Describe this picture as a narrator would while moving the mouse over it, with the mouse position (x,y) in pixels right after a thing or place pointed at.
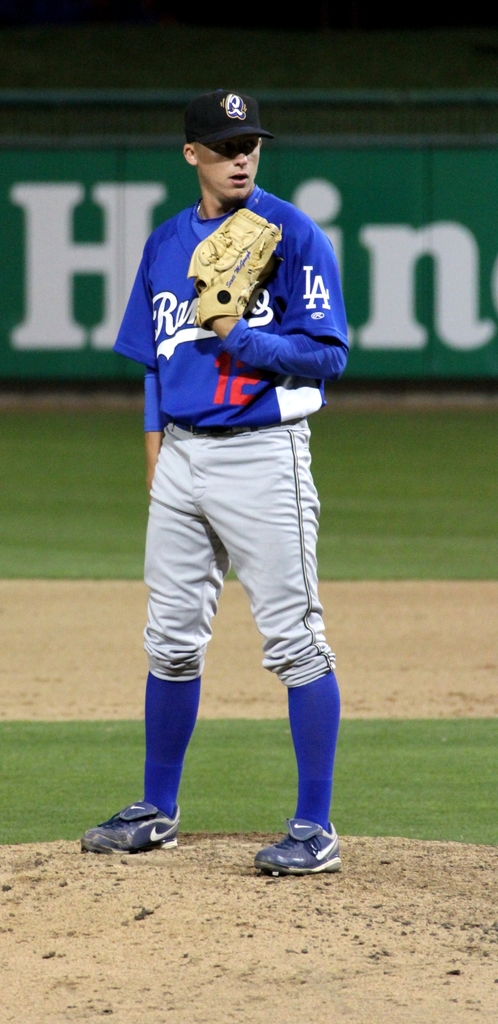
This man (313,290) wore gloves (236,300) and looking right side of the image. Far there is a hoarding (483,265).
